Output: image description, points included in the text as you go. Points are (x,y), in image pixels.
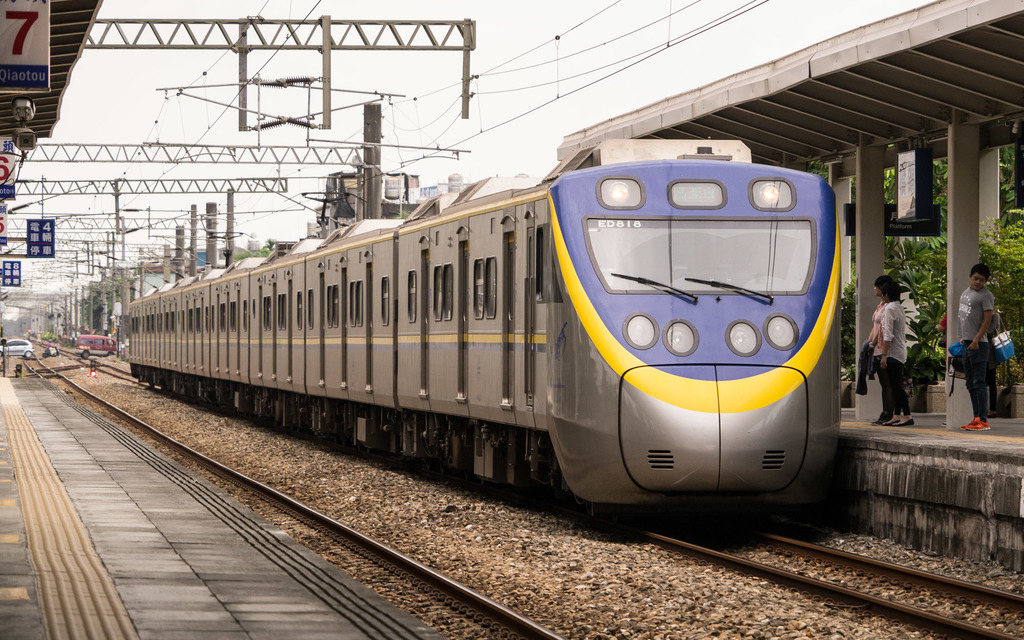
In the image there is a train (518,410) on the track (786,544) and beside the train (765,469) few people (876,351) were standing on the platform (945,439), on the left side (157,570) the platform (65,509) is empty and above the platform (33,400), the platform numbers (23,71) were mentioned and in the background (101,341) there are two vehicles (88,350) and there are many poles (194,223) and wires (296,210) behind the train (239,266).
